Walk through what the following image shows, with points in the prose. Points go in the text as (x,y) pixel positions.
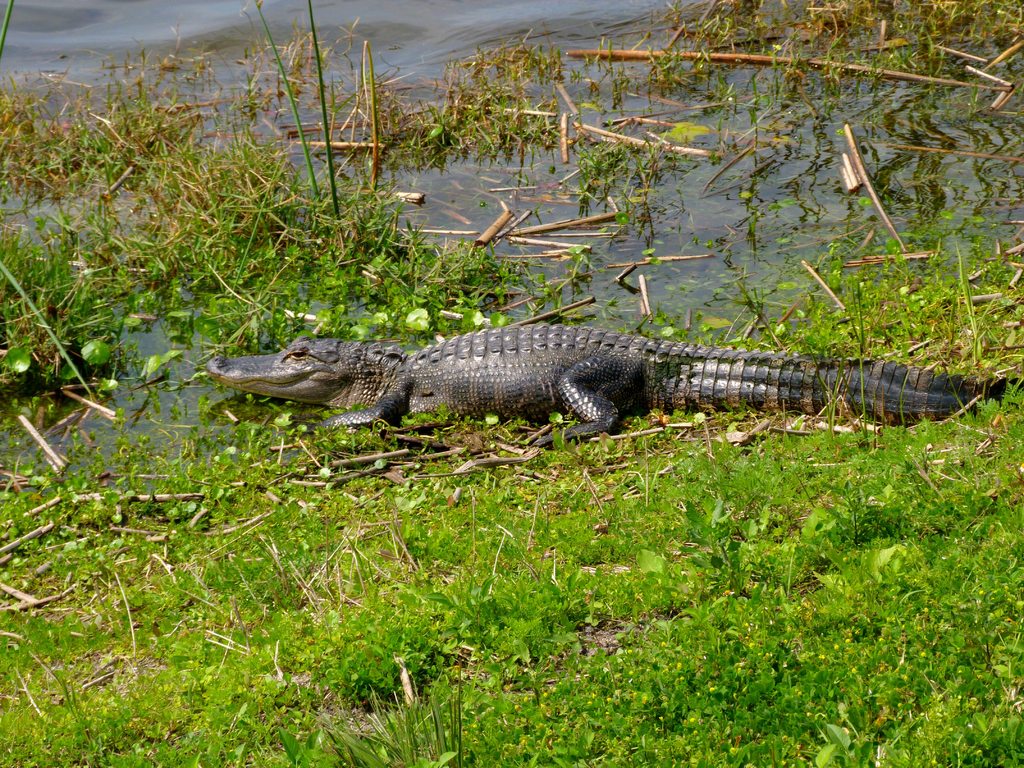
In this image we can see the alligator (490,370) on the bank (933,436) of the water (139,427) and also the grass (723,452).
